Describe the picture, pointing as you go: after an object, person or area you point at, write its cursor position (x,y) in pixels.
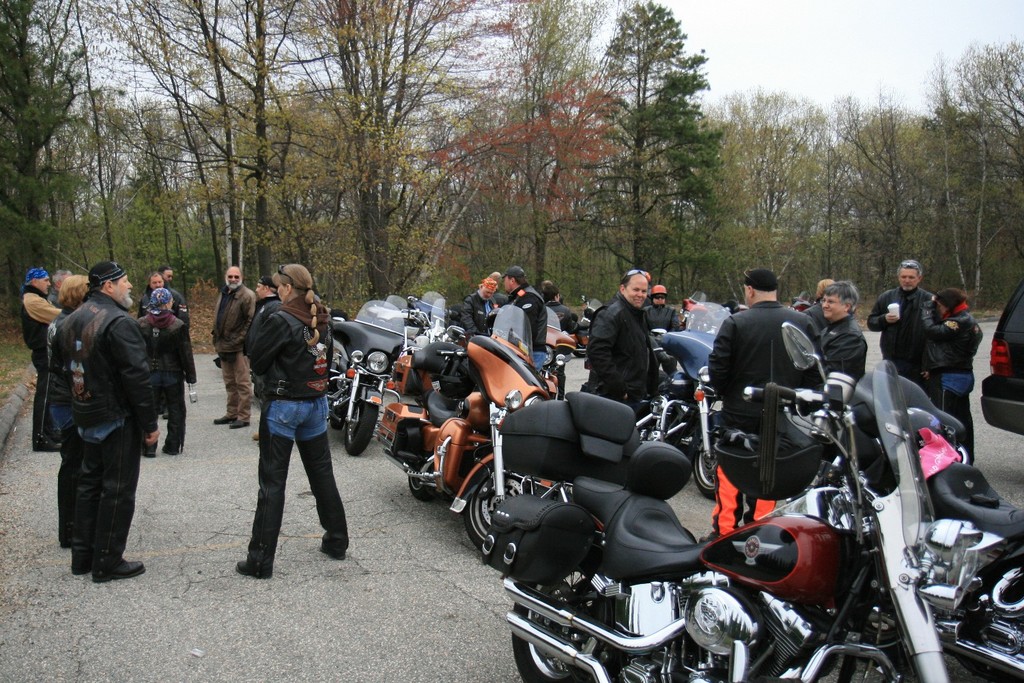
In this image we can see many people (876,304). Some are wearing caps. Also there are motorcycles (653,398). In the background (554,164) there are trees (774,176). And also there is sky (137,71).
